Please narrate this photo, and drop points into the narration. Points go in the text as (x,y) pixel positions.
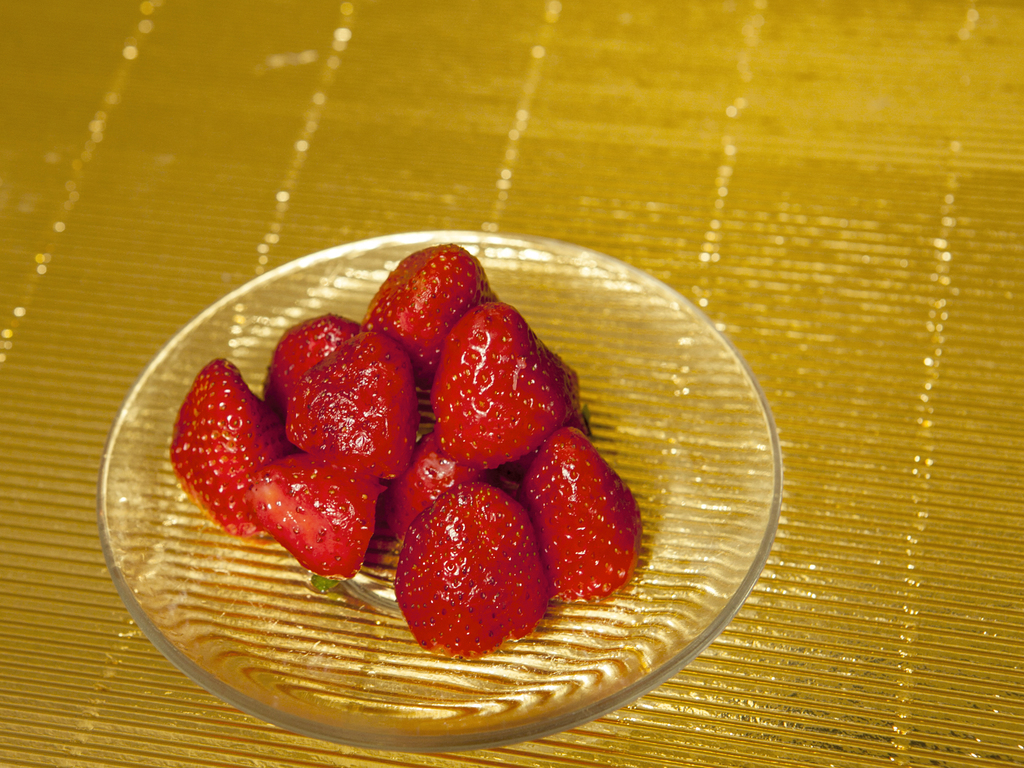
In this image we can see the strawberries (332,459) in a glass plate (629,590).
